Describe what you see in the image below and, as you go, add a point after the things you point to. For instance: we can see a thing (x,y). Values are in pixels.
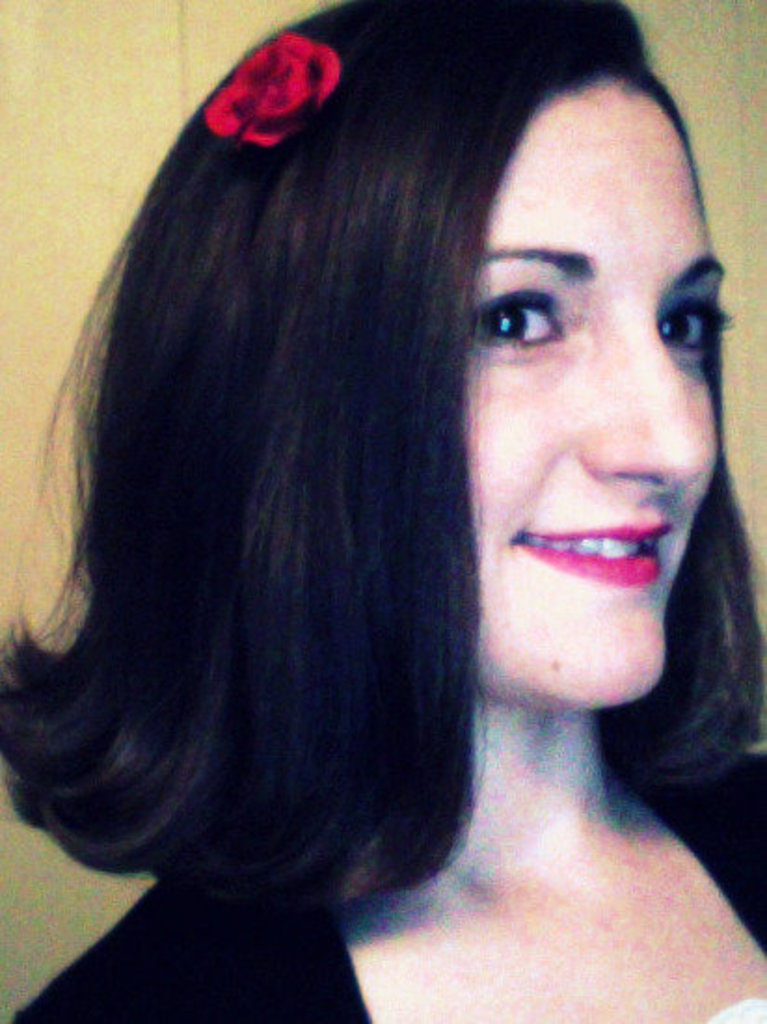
In the foreground of this image (486,489), there is a woman (545,407) with red color lipstick (620,573) and black dress (239,930) and she is also having a red color flower (280,81) in her hair (243,155). In the background (118,126), there is a wall (98,150).
